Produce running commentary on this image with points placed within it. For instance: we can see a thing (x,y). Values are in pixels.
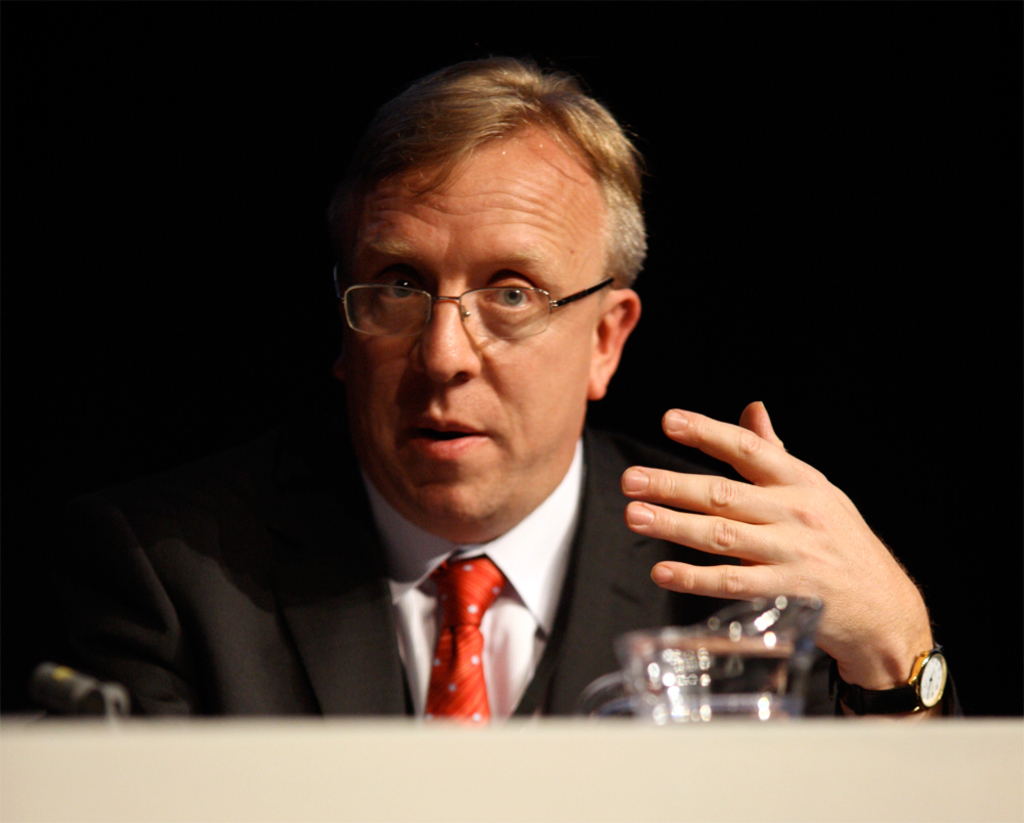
In this image I can see the person (606,476) and the person (646,533) is wearing black blazer (582,567), white shirt (526,567) and red color tie (471,633). In front I can see the microphone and a glass (767,641) and I can see the dark background (536,11).
